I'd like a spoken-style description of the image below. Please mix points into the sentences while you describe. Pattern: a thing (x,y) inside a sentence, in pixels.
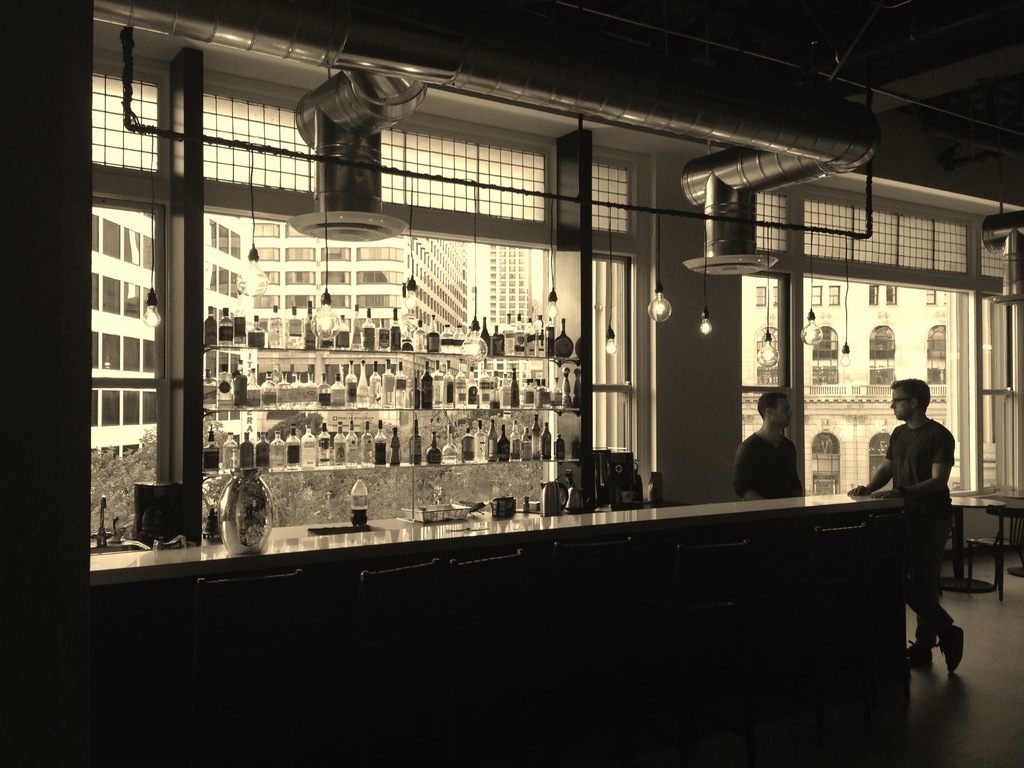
In this image, I can see two persons (932,471) standing. In front of the persons (906,484), I can see a vase (257,540) on a platform (688,517). At the bottom of the image (472,609), there are chairs (887,604). On the right side of the image (955,557), I can see a table (977,591) and another chair (989,536). Behind the platform (566,514), there are bottles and few other objects (173,518) in the racks (436,464). I can see the bulbs (762,349) hanging and those are looking like chimneys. I can see the buildings (344,285) and trees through the glass windows (881,363).
